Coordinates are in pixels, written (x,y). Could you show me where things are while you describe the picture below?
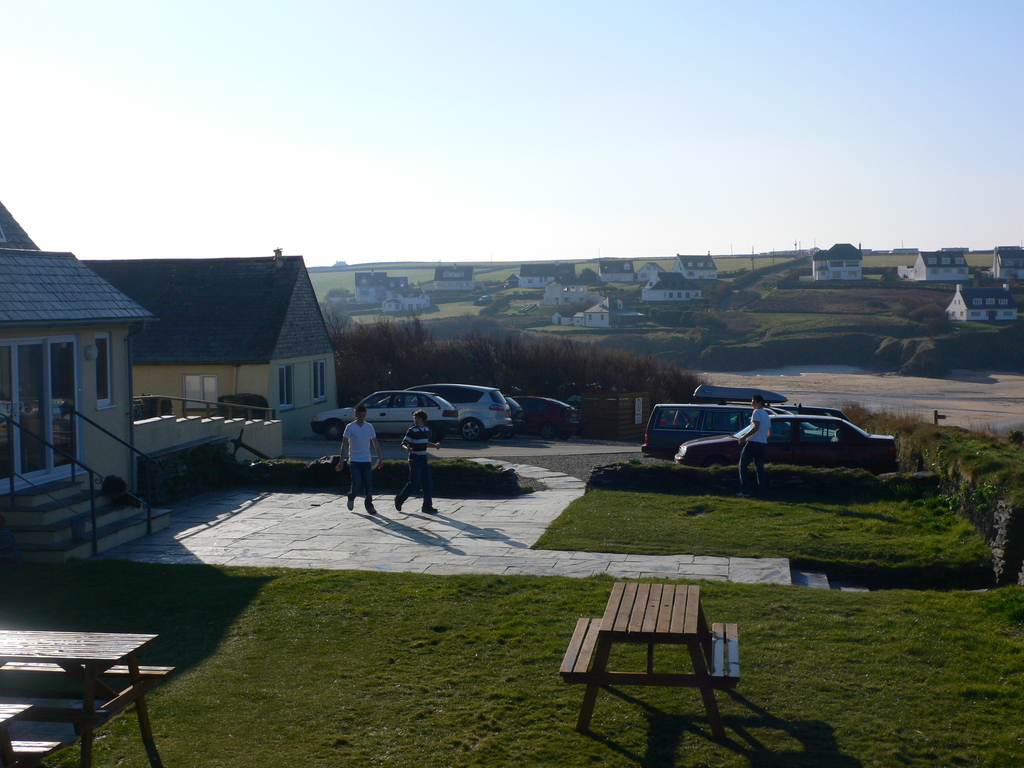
In this picture outside of the city (592,306). In the center (349,494) we have a two persons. They are walking. On the right side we have a another person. He is standing. We can see in background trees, sky (203,204).
